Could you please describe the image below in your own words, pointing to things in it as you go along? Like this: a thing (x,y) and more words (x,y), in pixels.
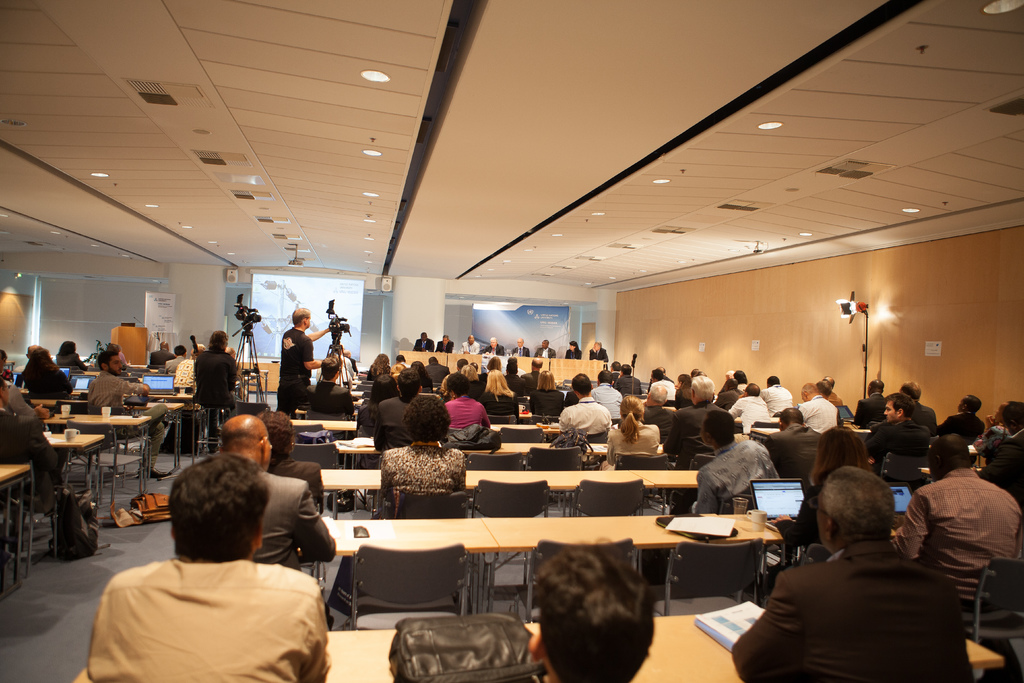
In the image we can see there are many people (231,501) sitting and one is standing, they are wearing clothes (291,406). There are many chairs (456,494) and tables (498,477), on the tables (469,530) we can see papers (711,532), cups (738,502) and electronic devices (775,513). Here we can see floor (71,592), video camera (242,311), lights (851,301), wall (702,310) and the projected screen (329,283).
